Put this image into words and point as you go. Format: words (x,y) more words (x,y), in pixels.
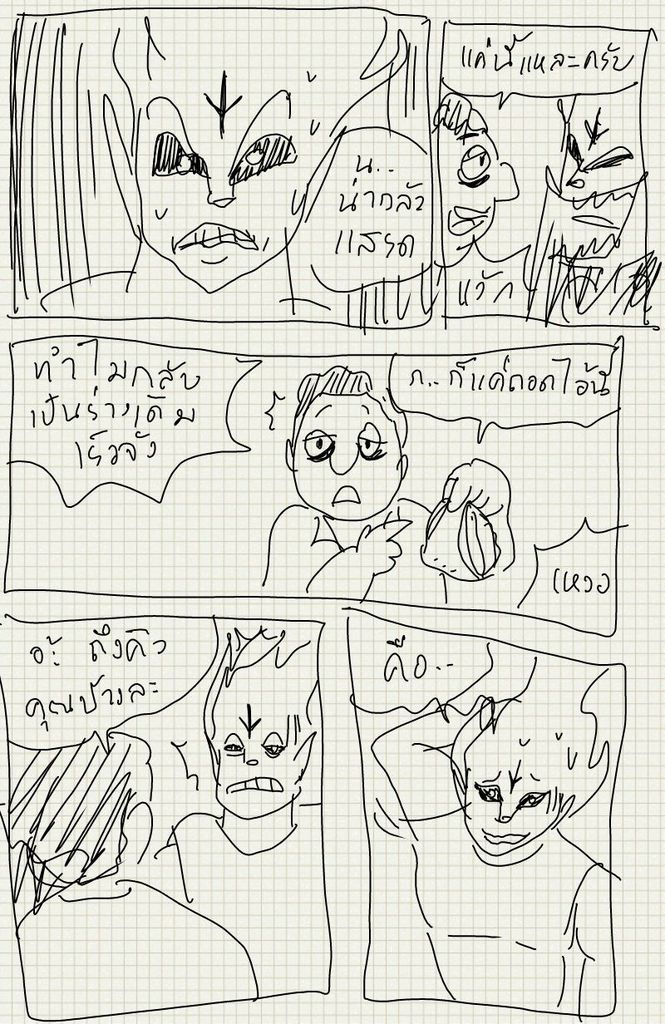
In this image there are pictures (364,282) of people (46,879) and there is text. At the bottom (192,986) it looks like a paper (292,887).
